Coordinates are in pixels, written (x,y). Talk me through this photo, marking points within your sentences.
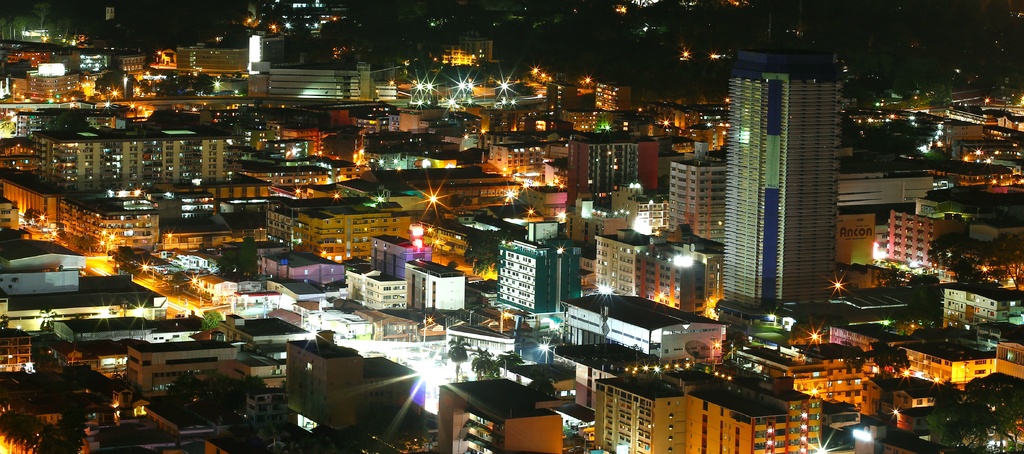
This is an aerial view. In this picture we can see buildings (532,271), trees (490,361), lights (442,369) are present.
